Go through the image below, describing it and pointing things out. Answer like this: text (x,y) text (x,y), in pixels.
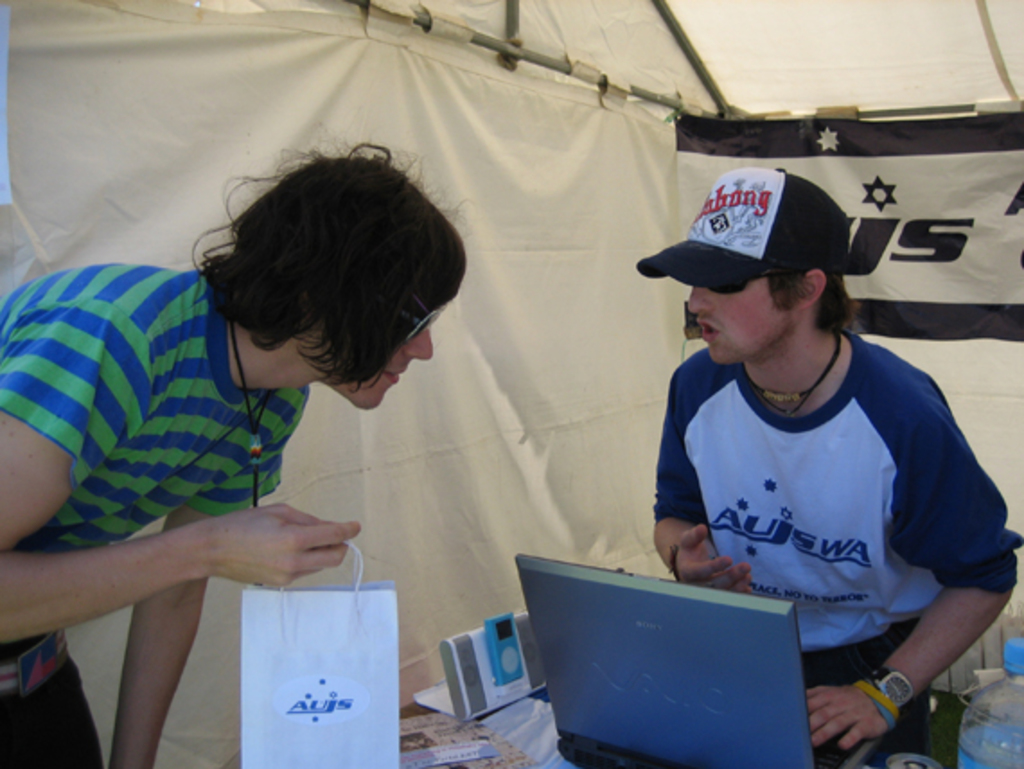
In this image we can see two persons (805,548). One person (357,343) is wearing goggles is holding a bag (328,666) in his hand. One person (857,622) is operating a laptop (797,738). In the foreground (514,677) we can see a device (510,668) placed on the table (548,764). To the right side of the image (1008,742) we can see a bottle (1008,726) and a can (907,766). In the background (994,291), we can see a shed (658,127), banner (900,203) with text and poles (708,85).
